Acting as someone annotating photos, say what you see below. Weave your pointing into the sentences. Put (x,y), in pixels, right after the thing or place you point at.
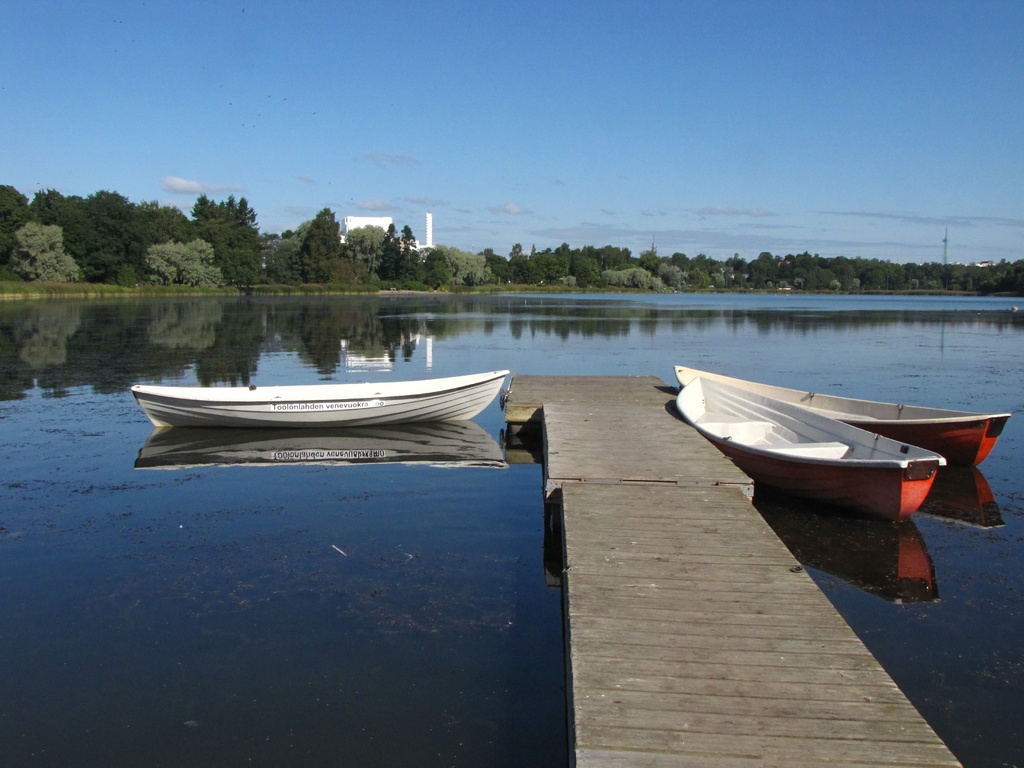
Here in this picture we can see boats (407,426) present in water (352,327) and in the middle (587,403) we can see a wooden walking lane (583,508) present and in the far we can see plants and trees (410,229) present and we can also see buildings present and we can see clouds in the sky (437,223).
